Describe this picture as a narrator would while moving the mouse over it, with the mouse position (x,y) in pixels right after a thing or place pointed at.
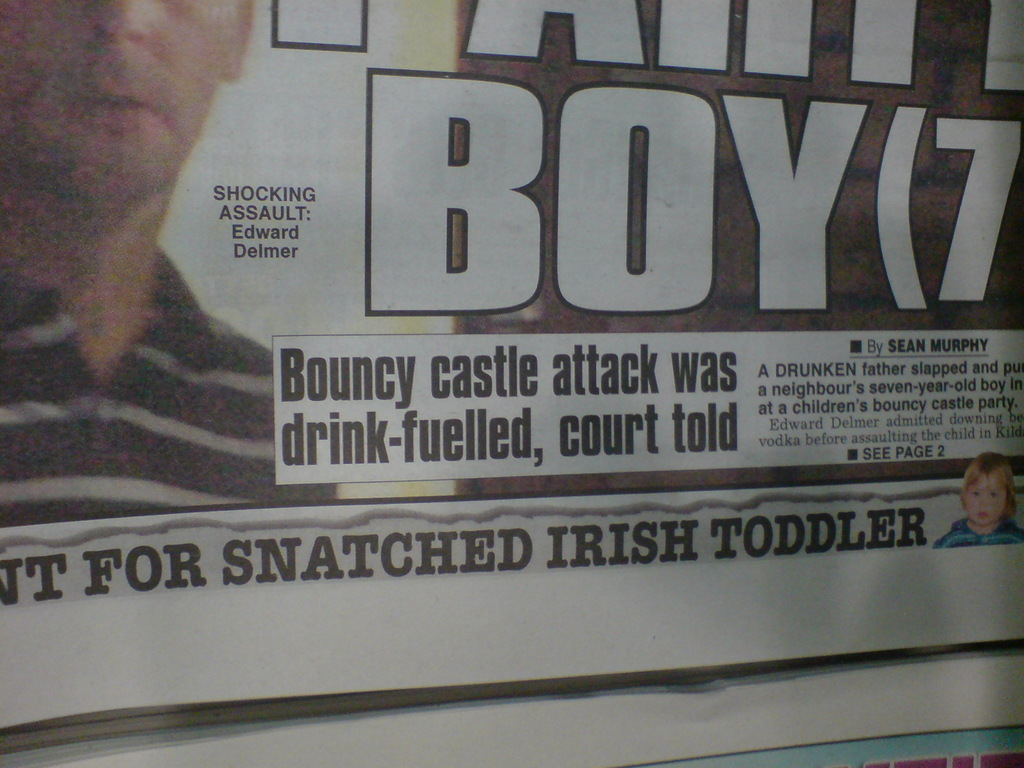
In this image we can see there is a paper (155,264) and there is some text (978,414) and images (30,82) on it.
